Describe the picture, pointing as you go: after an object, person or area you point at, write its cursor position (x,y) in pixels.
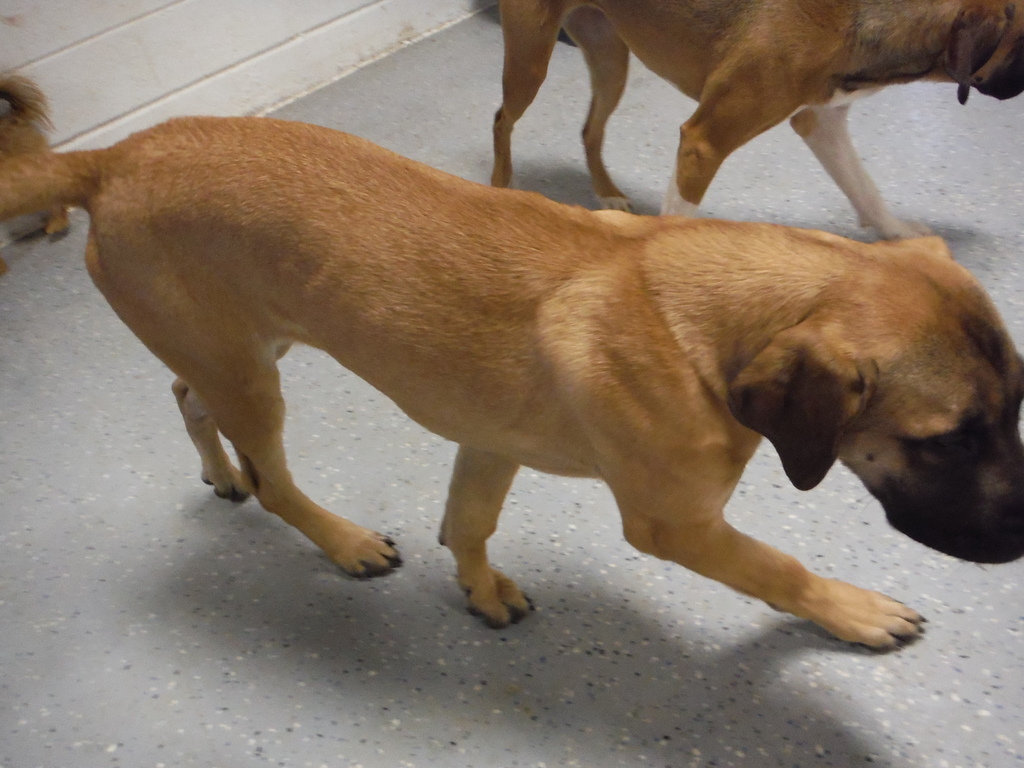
In the middle (528,315) it is a dog (560,317) which is in brown color. At the top (501,124) there is another dog (987,85).
